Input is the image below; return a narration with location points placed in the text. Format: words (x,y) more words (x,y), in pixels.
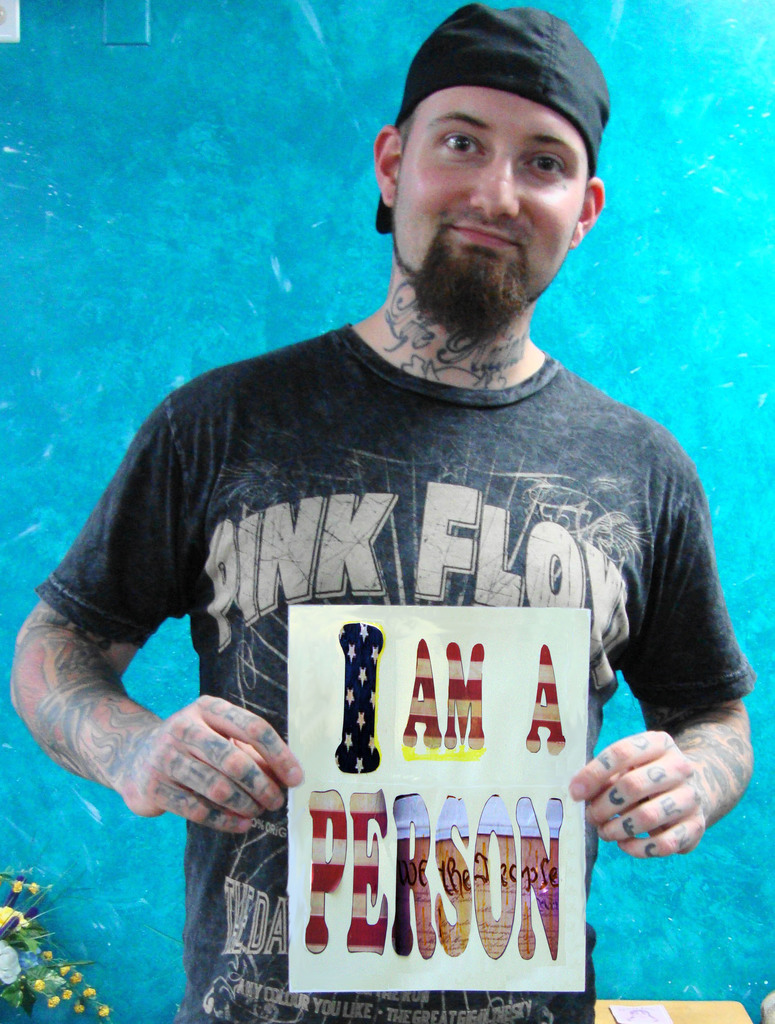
In this image, we can see a person (377,479) wearing clothes (242,520) and holding a placard (399,742) with his hands (165,781). There is an object (71,961) in the bottom left of the image (13,929).
